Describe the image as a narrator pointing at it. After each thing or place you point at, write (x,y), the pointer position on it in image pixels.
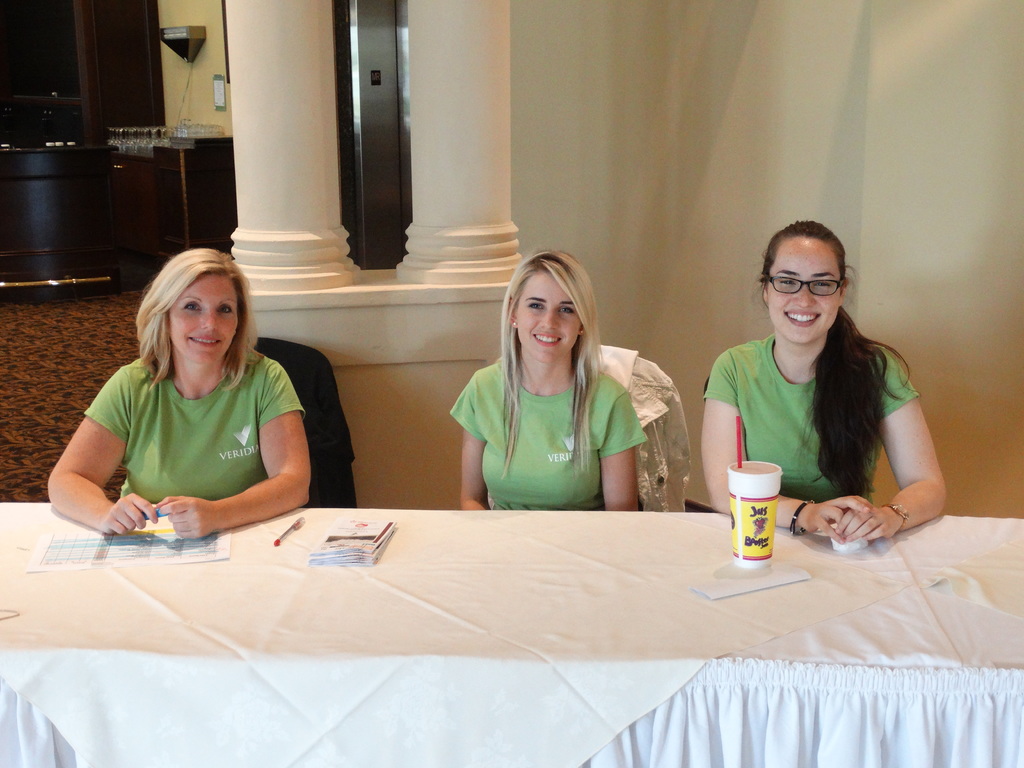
As we can see in the image, there is a white color wall (764,102), three people (751,352) sitting on chairs (645,404). In front of them there is a table (540,640). On table (35,589) there is a paper (138,554), pen (298,528) and a glass (768,532).
